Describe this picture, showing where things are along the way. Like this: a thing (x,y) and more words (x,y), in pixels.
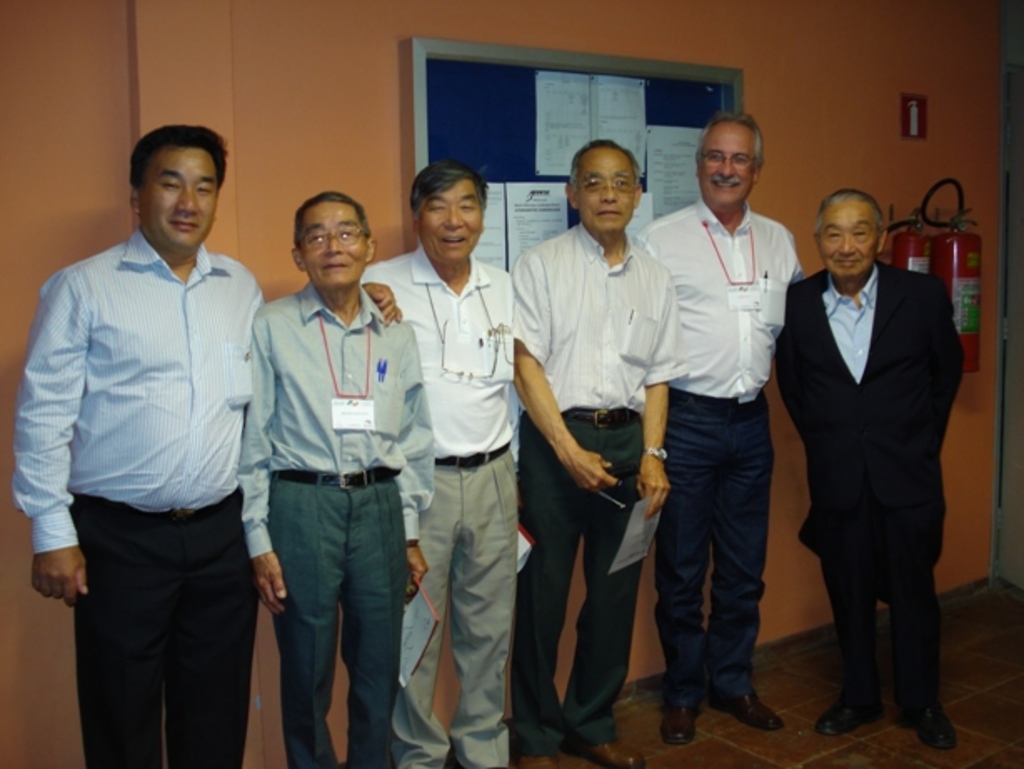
In this image I can see six men (474,368) are standing and I can see all of them are wearing formal dress (861,297). In the centre (477,399) I can see three of them are holding white colour things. In the background (515,91) I can see a board (665,78) and two fire extinguisher (931,234) on the wall (890,239). I can also see number of papers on the board (512,132) and on the right side of this image (922,113) I can see a red colour sign board (919,117) on the wall (881,123).
